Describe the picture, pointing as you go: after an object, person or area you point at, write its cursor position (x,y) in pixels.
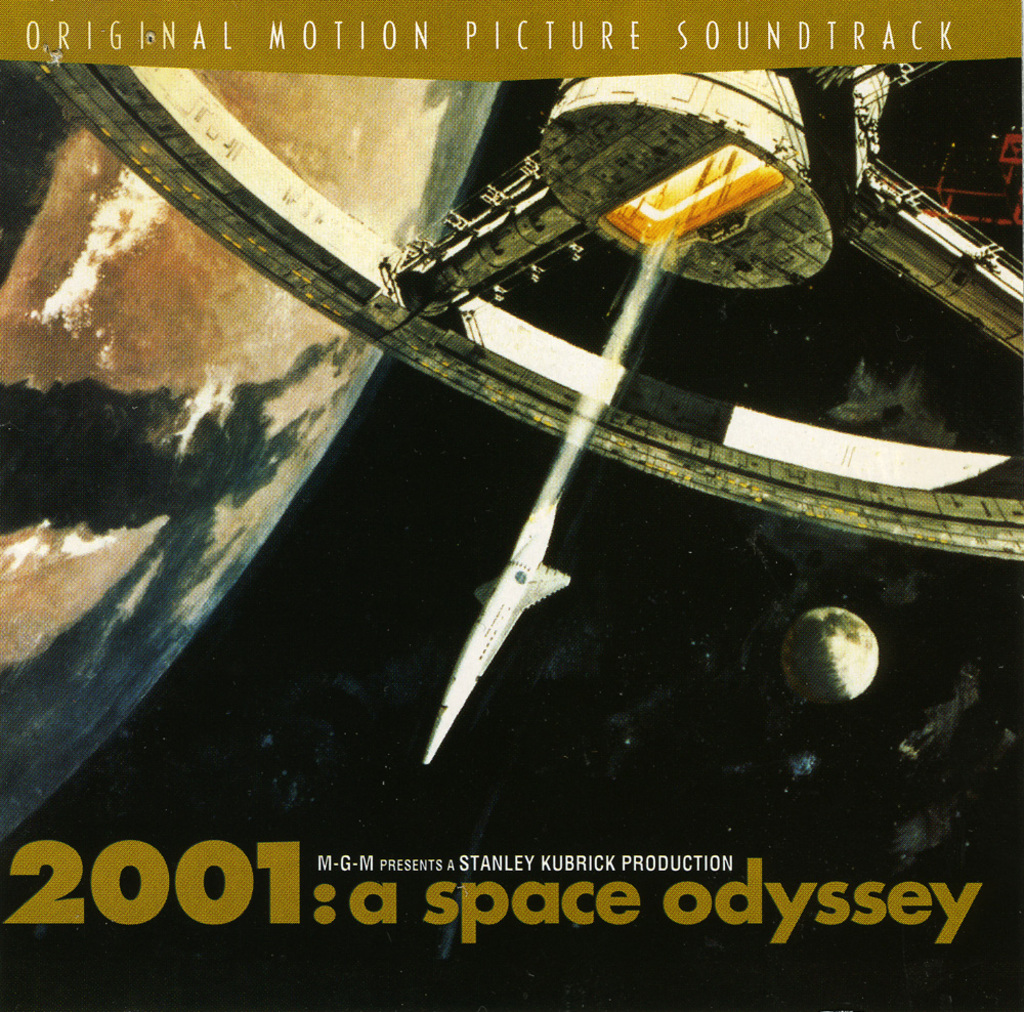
In this picture I can see the text (62,858) at the top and the bottom, on the left side (151,634) it looks like an earth (221,446). At the top (211,156) it looks like a machine (931,225), it is an edited image.
